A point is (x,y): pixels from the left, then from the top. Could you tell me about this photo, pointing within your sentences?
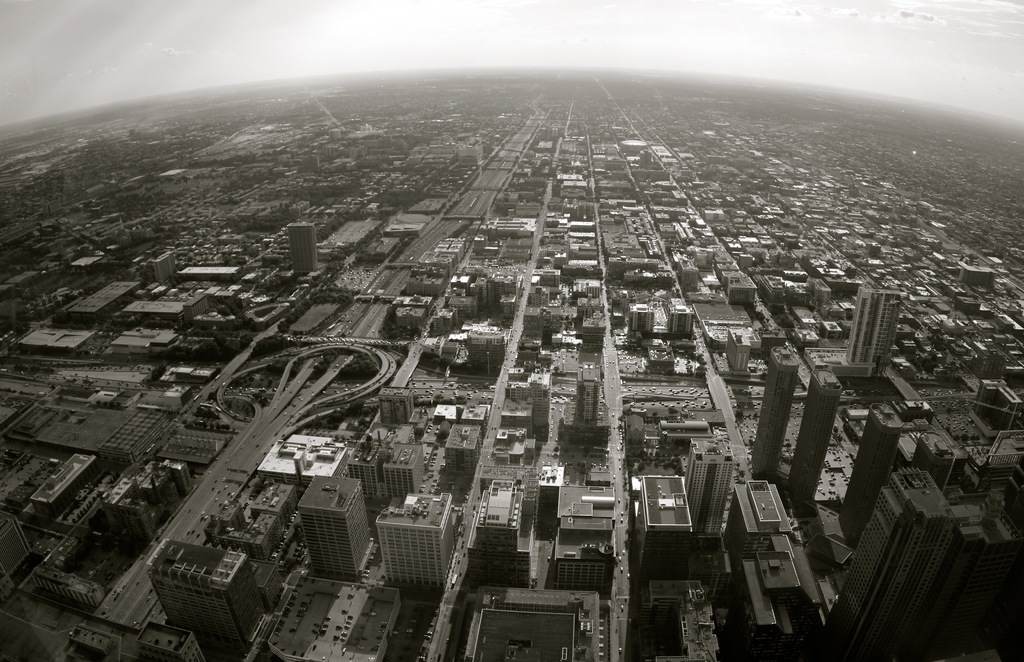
In this image, we can see top view of a city (479,238) contains buildings (592,257) and roads (266,410). There is a sky (560,42) at the top of the image (560,42).
